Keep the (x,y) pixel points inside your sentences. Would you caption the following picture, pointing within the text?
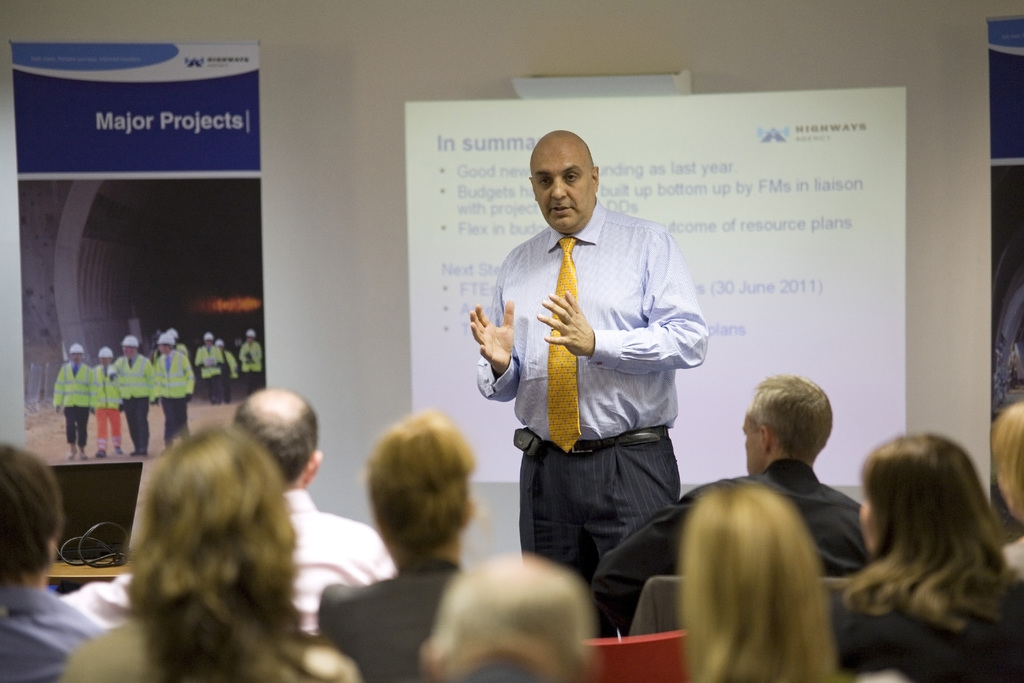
In the image we can see a man (534,301) standing, wearing clothes (689,335) and a tie (564,357). In front of him there are people (498,570) sitting. This is a projected screen (741,227) and a poster (105,157), we can even see there are cable wires (80,551) and a chair (619,645).
